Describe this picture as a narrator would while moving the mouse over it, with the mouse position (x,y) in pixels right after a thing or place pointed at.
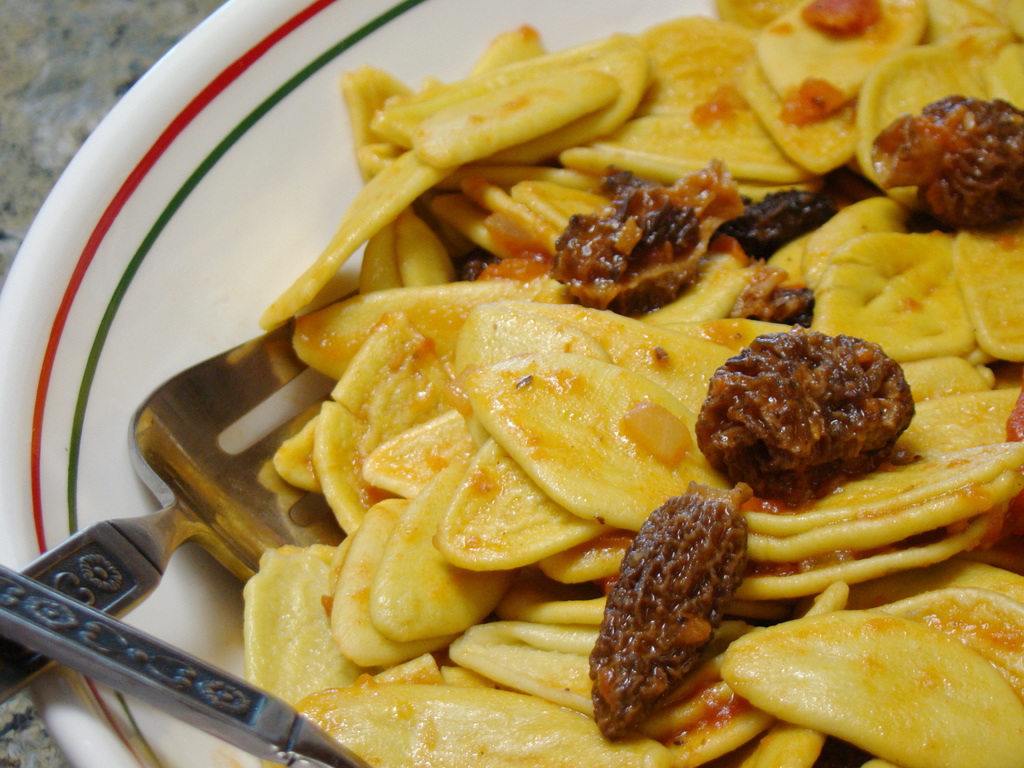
In this image we can see there are food items (930,270) and two forks (238,480) arranged on a white color plate (701,2). And the background (105,53) is blurred.
